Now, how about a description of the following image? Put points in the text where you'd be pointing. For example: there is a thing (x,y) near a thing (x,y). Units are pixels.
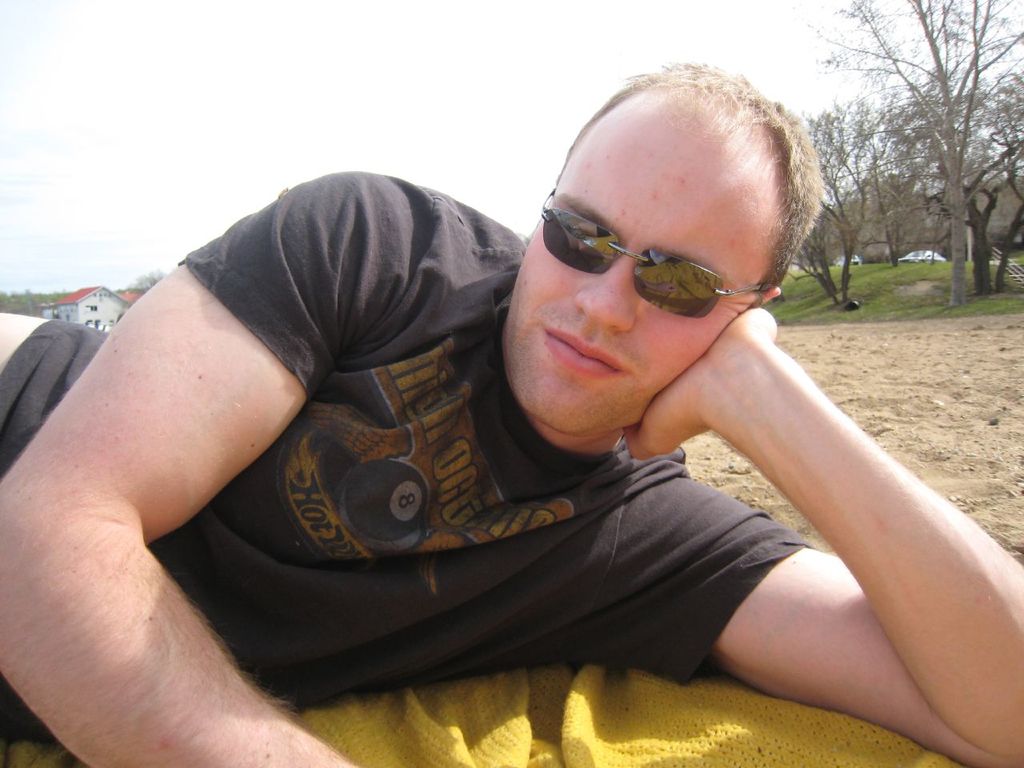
In this image we can see a cloth (741,719) on the ground (995,436) and a person (556,526) laying on the cloth (756,727) and in the background (118,287) there are buildings (97,319), grass (891,289), trees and the sky (400,102).
